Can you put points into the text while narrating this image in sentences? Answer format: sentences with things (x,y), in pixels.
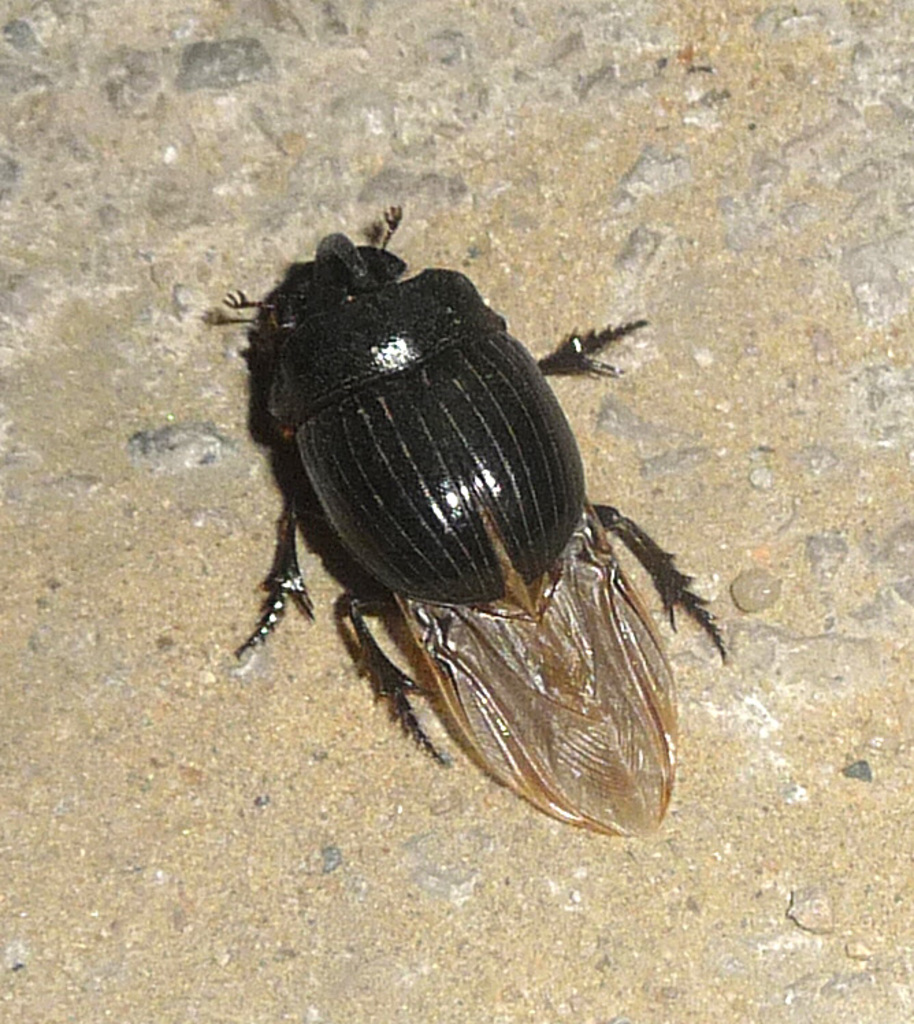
In the image I can see a insect (273,409) on the floor (222,495).
